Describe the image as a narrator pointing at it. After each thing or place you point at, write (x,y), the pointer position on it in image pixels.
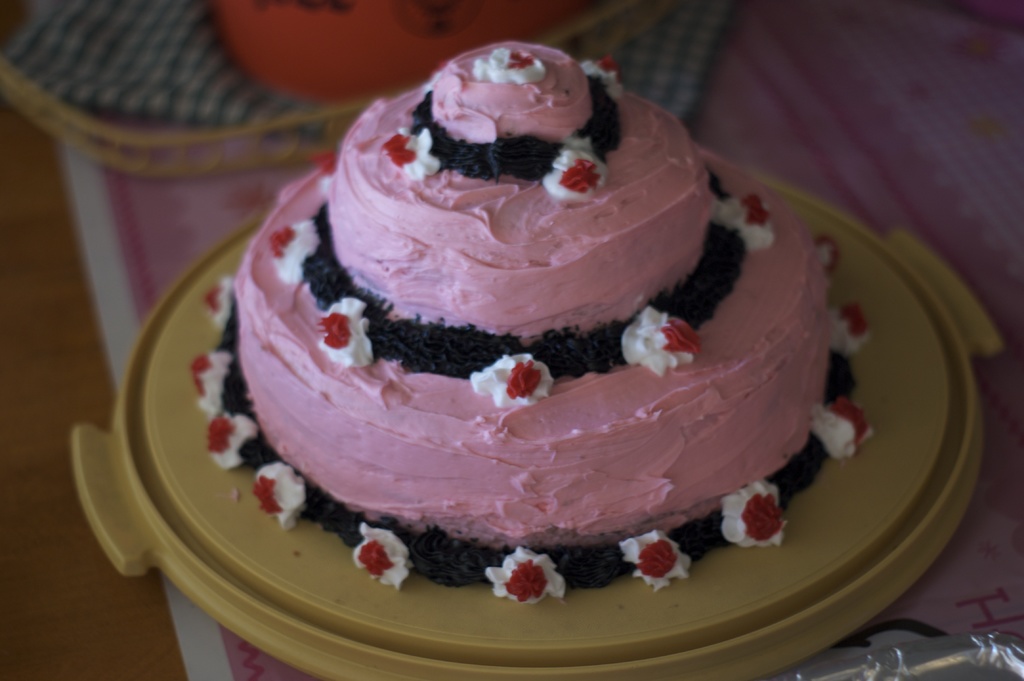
In this image there is a table (110,635) with a paper (153,209), a basket (174,165) with a napkin (148,54) and a tray (813,507) with a cake (506,331) on it. There is a cream (352,369) which is pink in color on the cake (751,383).
